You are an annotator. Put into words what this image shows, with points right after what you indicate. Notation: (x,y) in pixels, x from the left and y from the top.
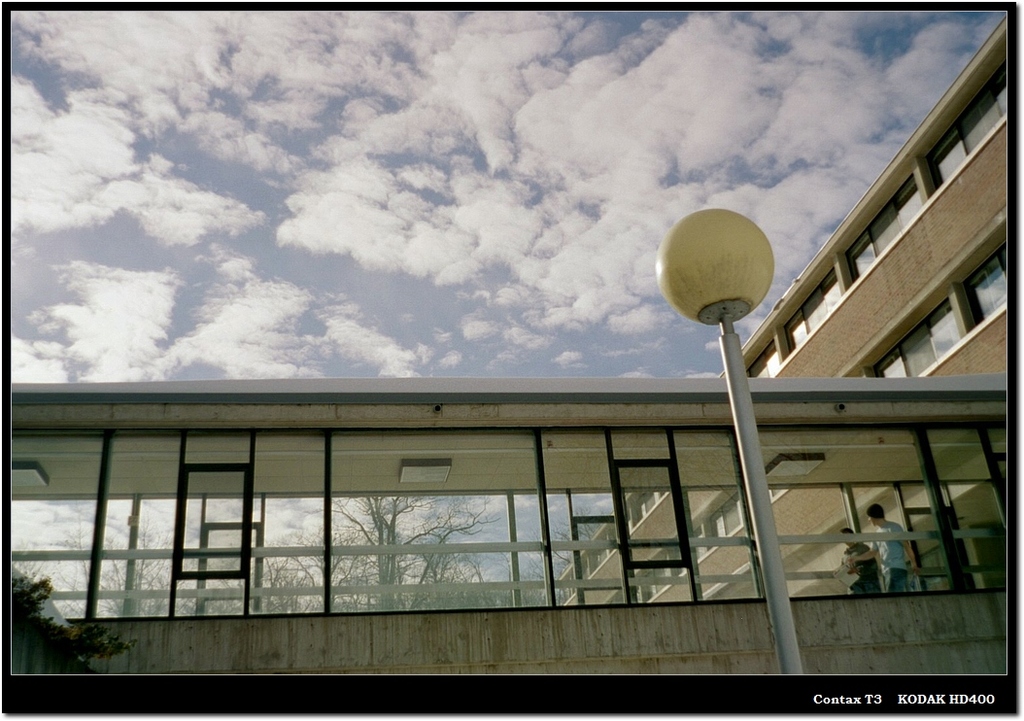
In this image there is a bridge (460,644) in the middle (671,457). On the right side (770,540) there is a pole (748,450) on which there is a bulb (692,254). At the top (309,109) there is the sky (314,81). On the right side (907,239) there is a building (913,270) with the glass windows (954,152). The bridge (550,530) is covered with the glass (322,478) and iron rods (176,515).
